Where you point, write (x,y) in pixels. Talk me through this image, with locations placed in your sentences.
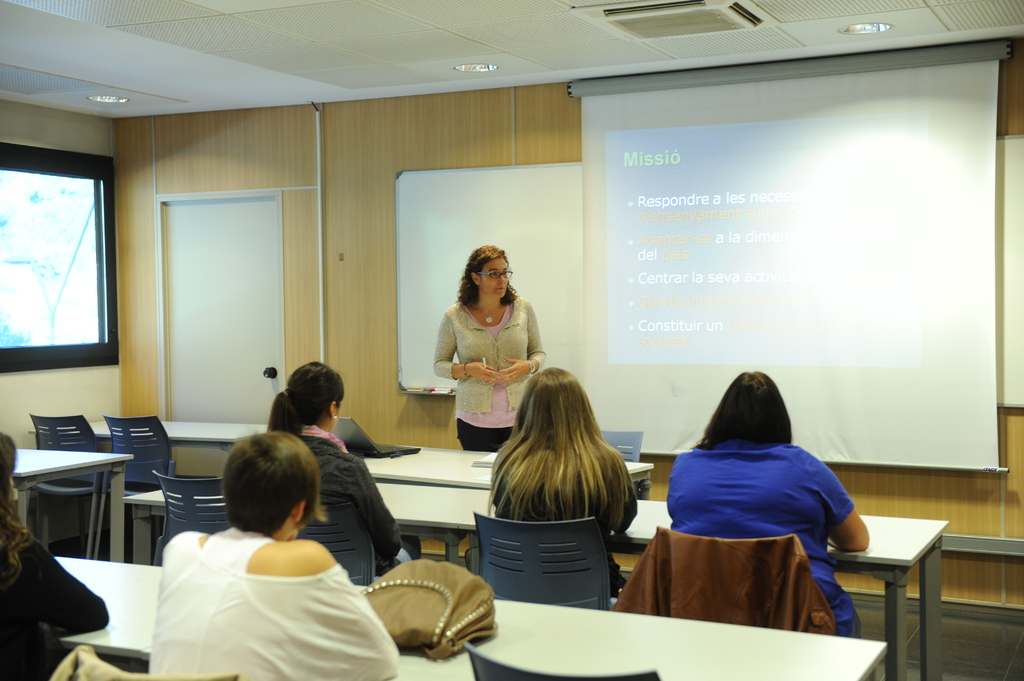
In this image I can see group of people (345,603) sitting in-front of the table (372,466). On the table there is a bag (397,609) and laptop (357,454). In front of them there is a person (488,310) standing. In the background (629,227) there is a screen (677,235).
